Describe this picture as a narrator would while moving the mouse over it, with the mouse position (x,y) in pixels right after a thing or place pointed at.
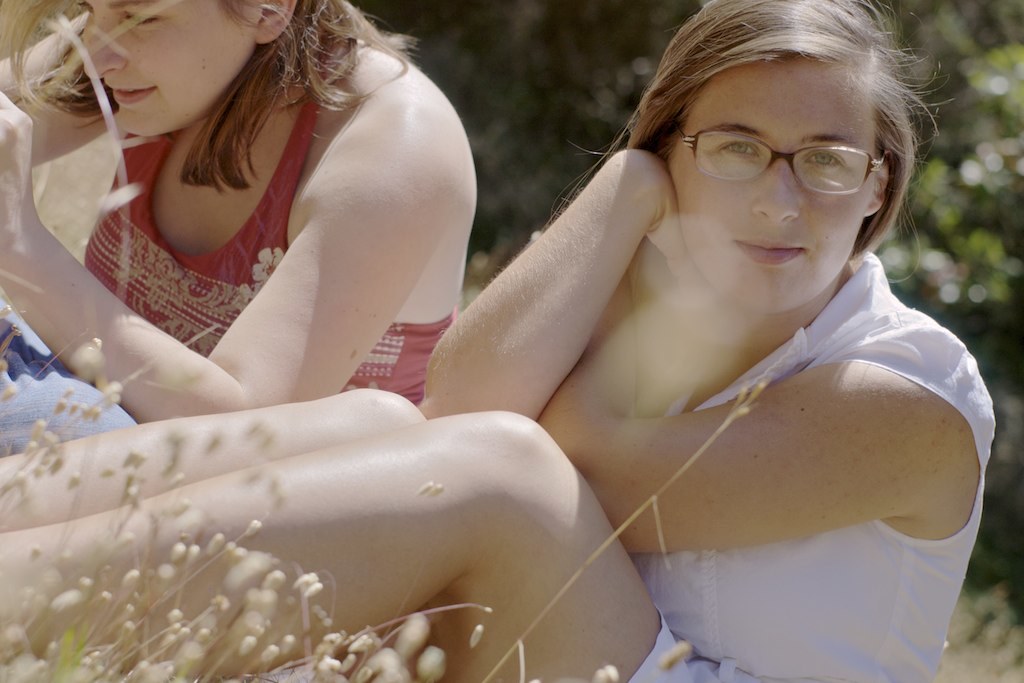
In this image I can see two women (396,277) where I can see one is wearing white dress (757,614) and one is wearing red. Here I can see she is wearing specs (733,178). I can also see this image is little bit blurry from background (506,81) and here I can see grass (144,655).
